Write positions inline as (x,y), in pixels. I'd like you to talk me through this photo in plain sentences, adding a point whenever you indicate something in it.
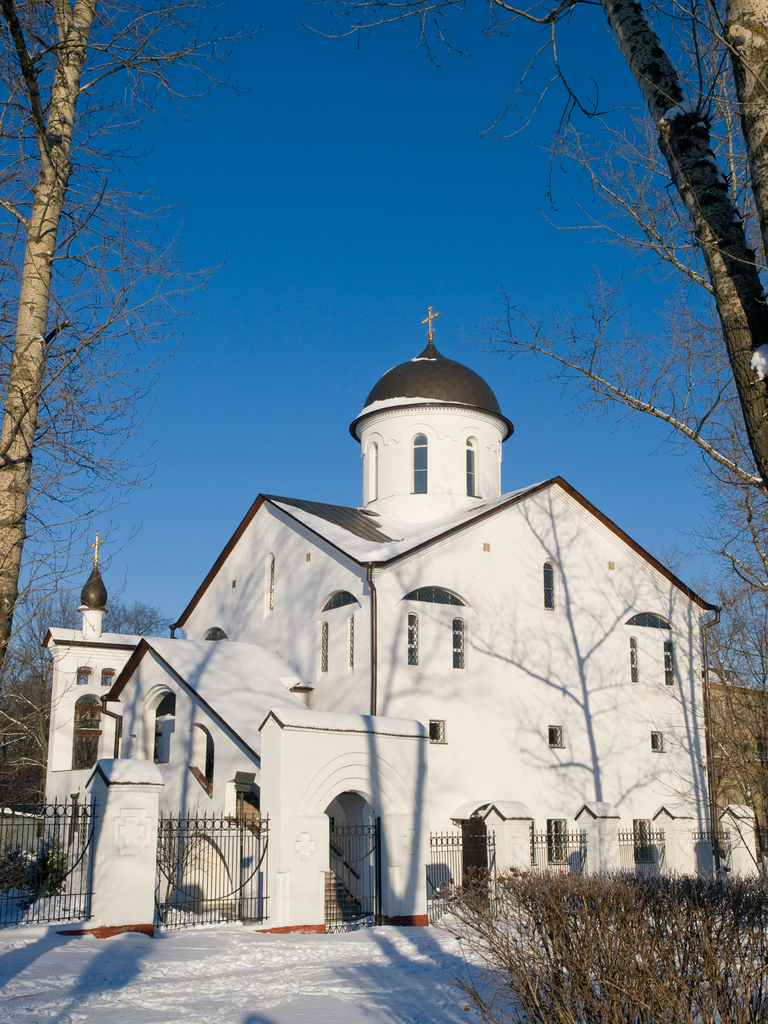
At the bottom of the picture (499,937), we see the shrubs (554,948) and ice (298,985). In the middle of the picture (357,673), we see a building (394,804) in white color. It might be a church (485,742). We see a railing (218,881) and a gate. On either side of the picture, we see trees (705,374). There are trees (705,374) in the background (49,603). At the top of the picture (316,237), we see the sky (316,237), which is blue in color.
